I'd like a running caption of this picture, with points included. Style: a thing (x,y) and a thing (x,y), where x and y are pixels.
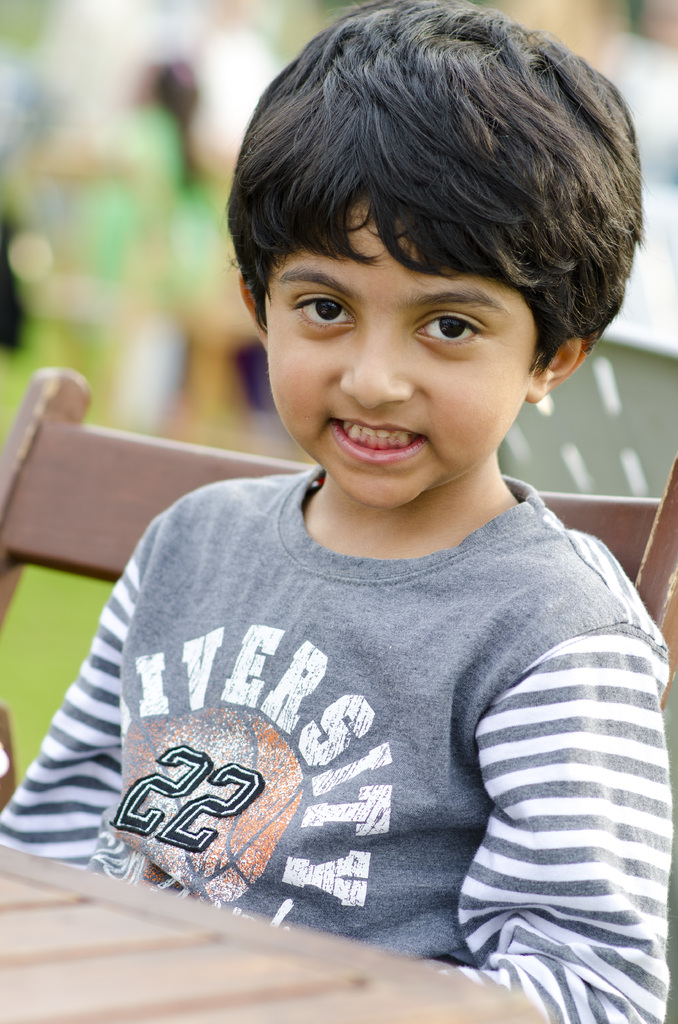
In the center of this picture (357,522) we can see a kid (377,609) wearing t-shirt (271,617) and sitting on the chair (95,490). In the foreground (156,981) we can see a wooden object (122,947) and we can see the text (233,682) and numbers (150,784) on the t-shirt (369,689). The background of the image (94,279) is blurry.
